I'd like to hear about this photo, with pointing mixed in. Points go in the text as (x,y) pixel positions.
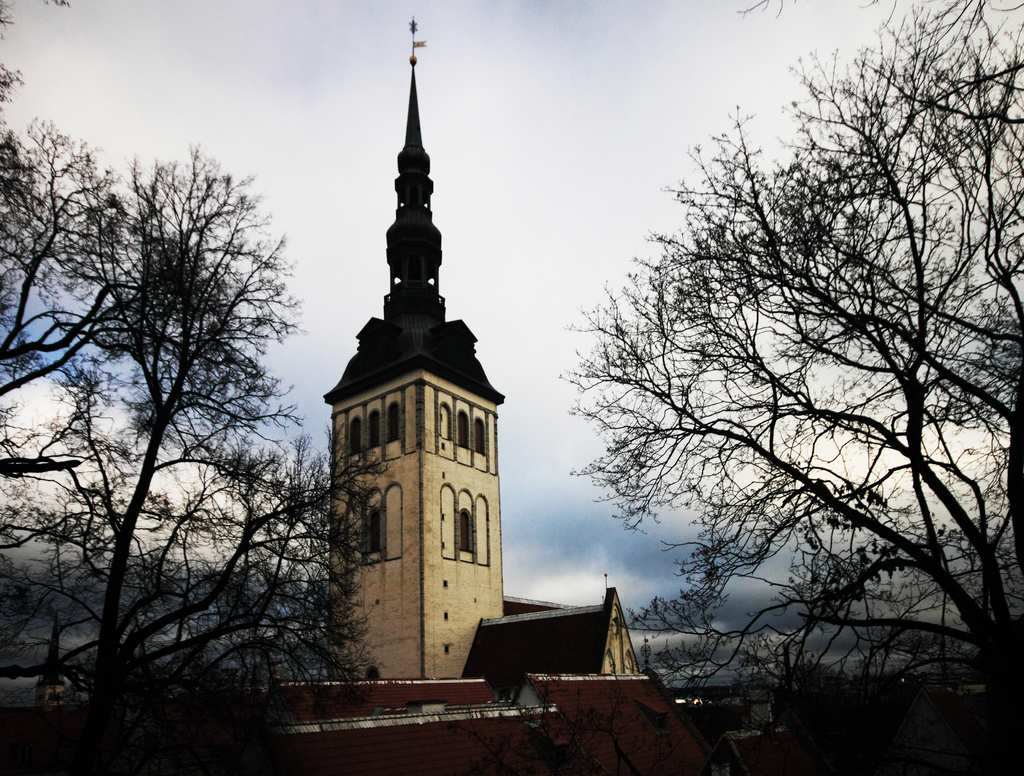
In this image we can see trees (246,282), roofs (589,682), building (450,362), windows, objects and clouds (569,444) in the sky (569,444).
